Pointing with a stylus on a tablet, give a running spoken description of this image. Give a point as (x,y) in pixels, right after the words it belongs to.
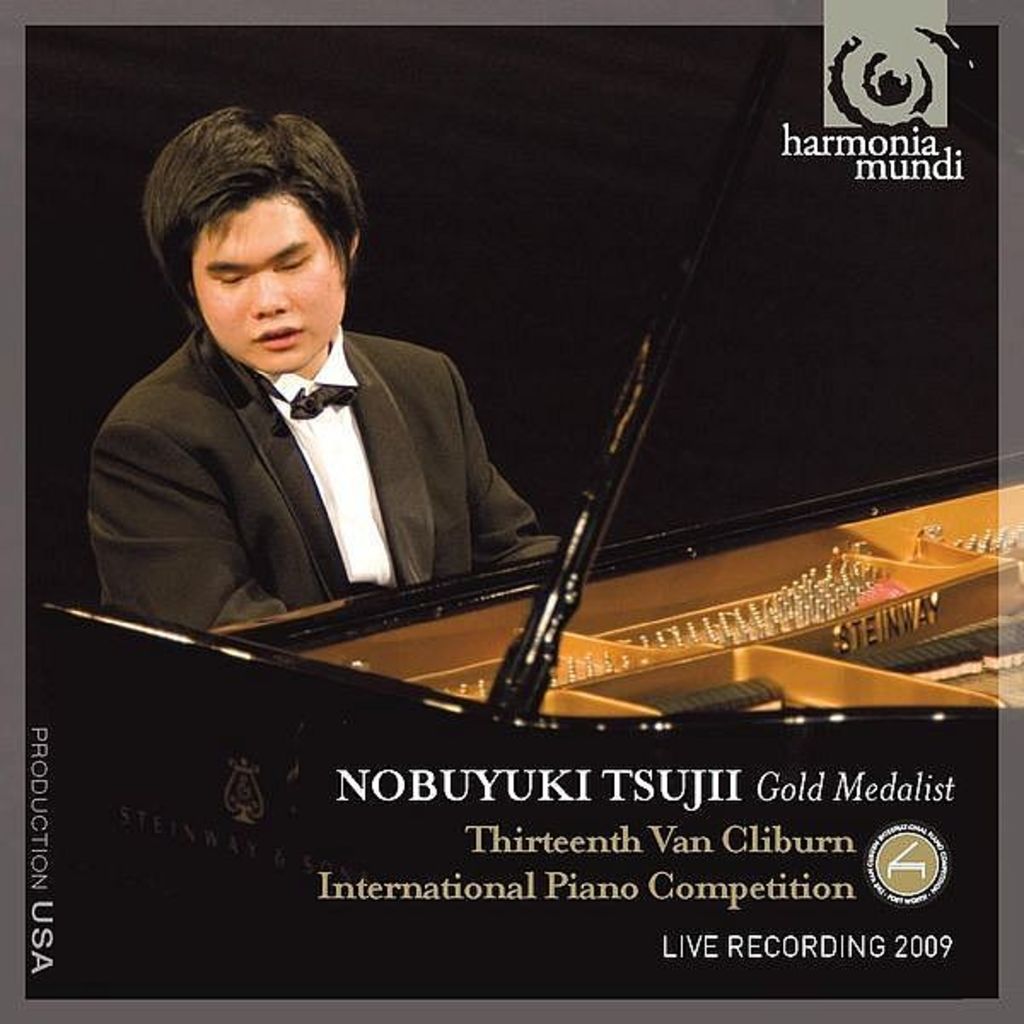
In the poster there is a man (177,398) with black jacket (212,477) and white shirt (361,448) is sitting and in front of him there is a piano (838,623). At the right bottom of the image (779,786) there is something written on it. At the top right of the image (831,87) there is a logo (903,148).
